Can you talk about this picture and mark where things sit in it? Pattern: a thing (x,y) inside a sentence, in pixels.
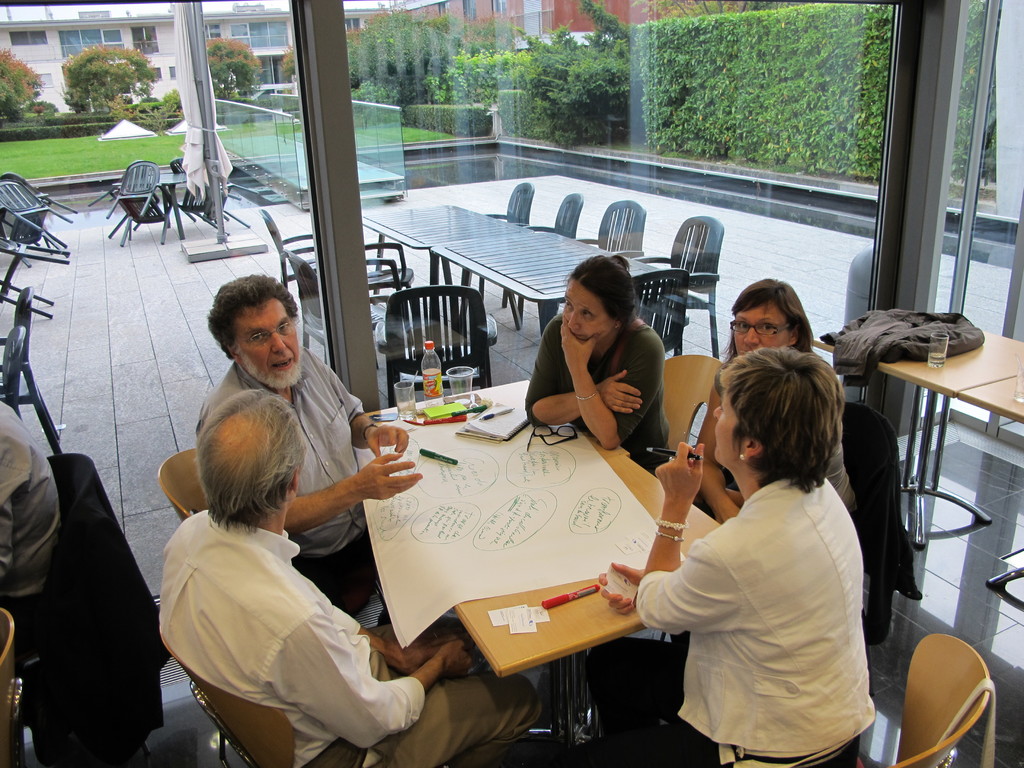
The picture is taken in a open hall (230,459). There are many chairs (10,361) and tables (553,293). In the foreground (384,454) there are people (328,506) sitting on chairs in the middle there is a table (520,641). On the table (543,653) there is a chart paper (473,469), bottle (435,377), cap (454,383), sketch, specs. In the middle (493,376) there is a glass wall (379,136) separating the floor (423,264). In the background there buildings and trees (475,47).
